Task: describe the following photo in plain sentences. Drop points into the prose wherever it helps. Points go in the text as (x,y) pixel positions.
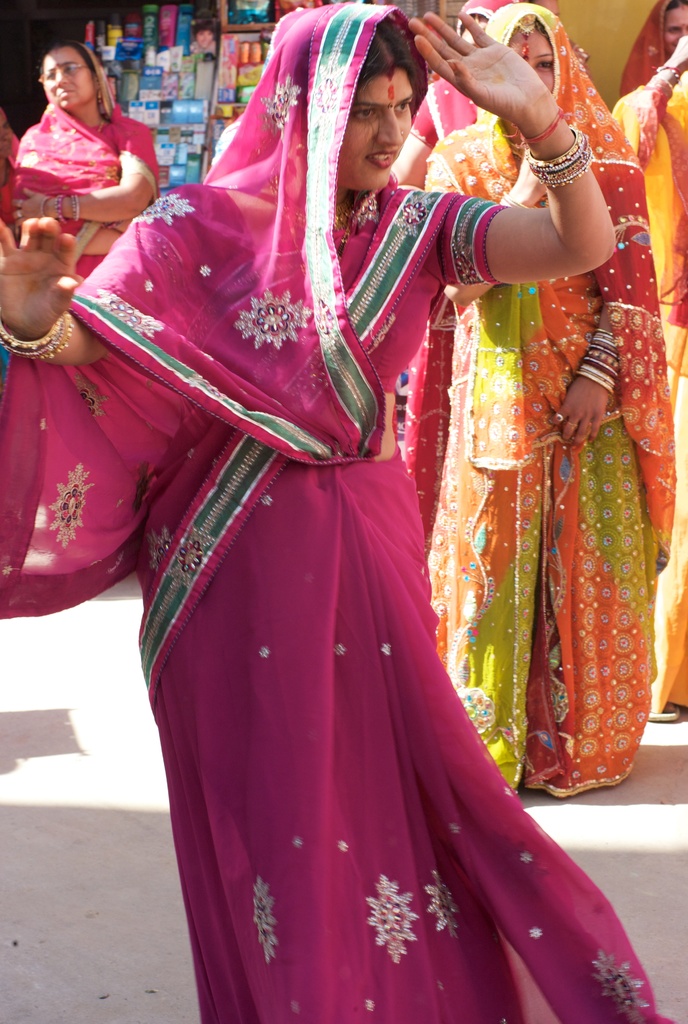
As we can see in the image there are few women (121,166) here and there. The woman (317,319) standing in the front (298,489) is wearing pink color saree (286,396) and the women (639,275) on the right side (614,302) background (635,433) is wearing yellow color sarees (621,386). In the background (174,90) there is a rack (184,107) filled with boxes (198,59).
